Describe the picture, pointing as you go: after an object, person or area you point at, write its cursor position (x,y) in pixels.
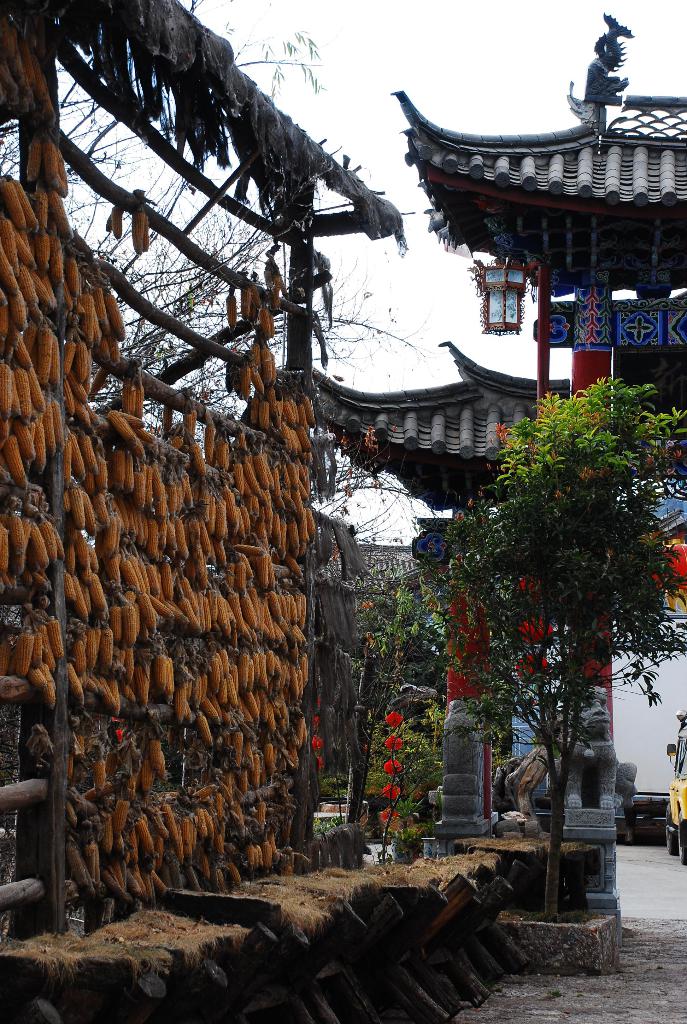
In this picture, we see a tree (586,494) and plants (391,804). These plants (423,747) have flowers (393,794) which are in red color. On the right side (676,808), we see a yellow color car (676,808) is parked on the road (634,895). Behind that, there are buildings (488,458) with grey color roofs (496,392). On the left side (226,610), we see something in orange color is tied to the wooden stick (157,316). It looks like corn (150,489). There are trees (186,305) in the background (202,278). At the top of the picture (365,87), we see the sky (344,88).
